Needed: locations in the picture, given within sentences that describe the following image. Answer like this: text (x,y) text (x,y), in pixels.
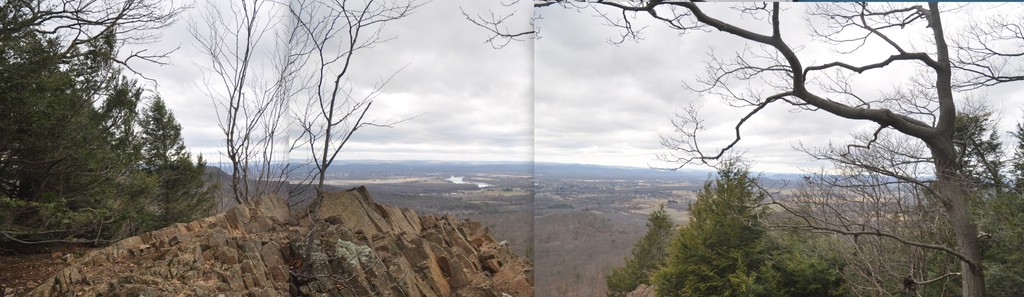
This is a collage picture and in this picture we can see trees (82,181), rocks (490,252), mountains (343,164) and in the background (629,69) we can see the sky (638,96) with clouds (467,104).
